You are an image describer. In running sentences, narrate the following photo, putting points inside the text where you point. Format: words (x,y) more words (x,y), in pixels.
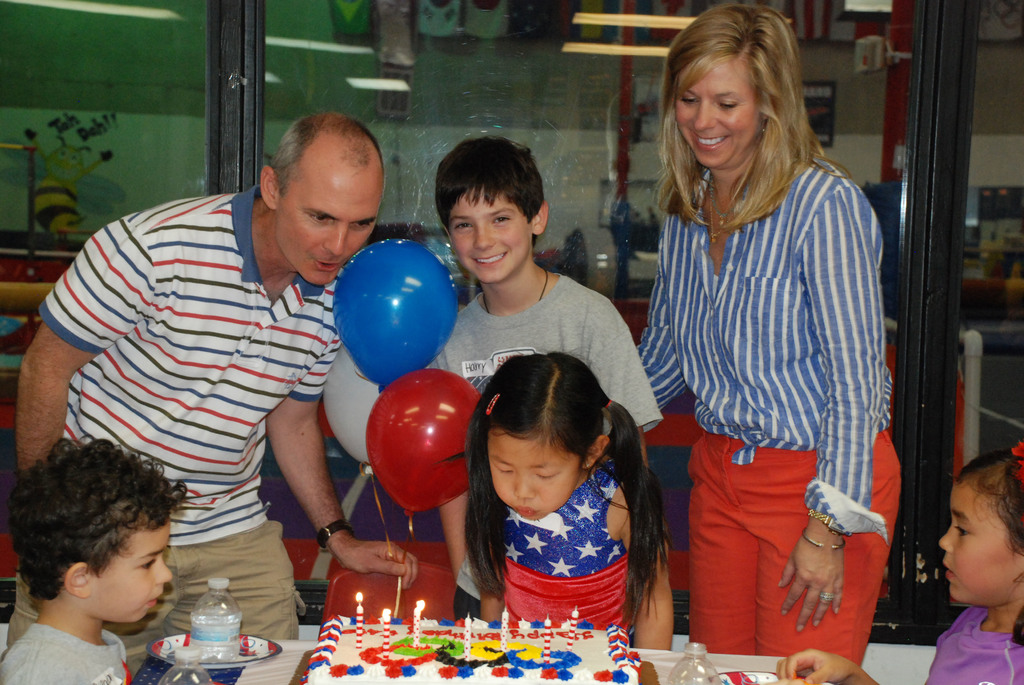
there are two persons (735,287) and 4 children (454,534) standing in front of a cake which is on the table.
